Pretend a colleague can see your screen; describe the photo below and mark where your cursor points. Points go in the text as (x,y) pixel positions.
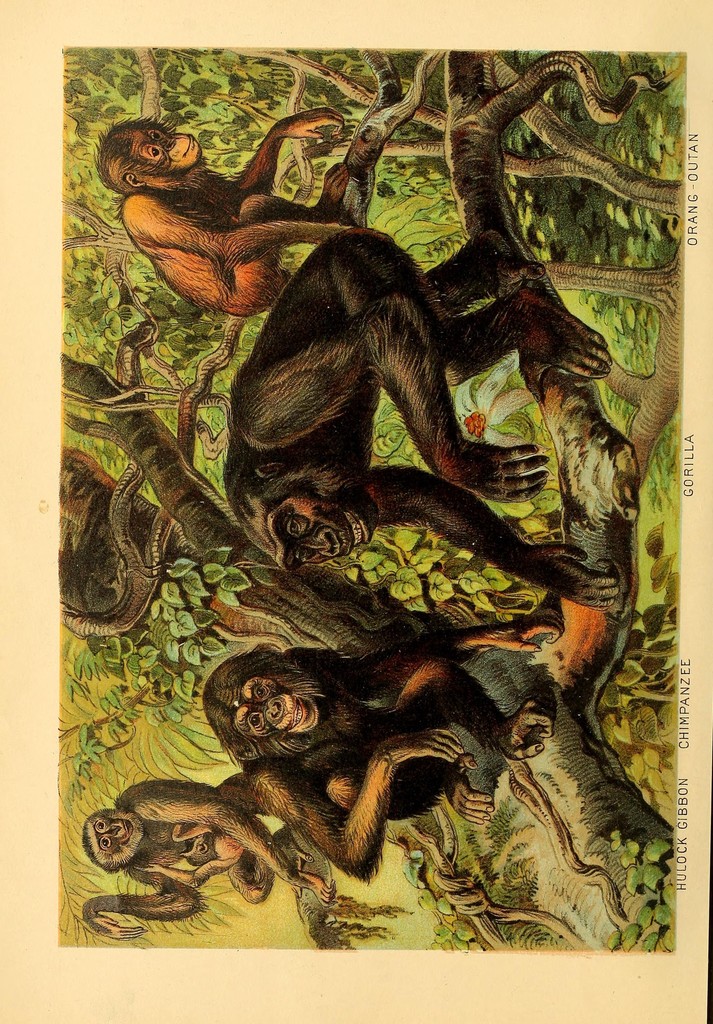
In this picture there are few monkeys (294,661) which are in black color are sitting on the branches (617,615) of trees (586,230).
